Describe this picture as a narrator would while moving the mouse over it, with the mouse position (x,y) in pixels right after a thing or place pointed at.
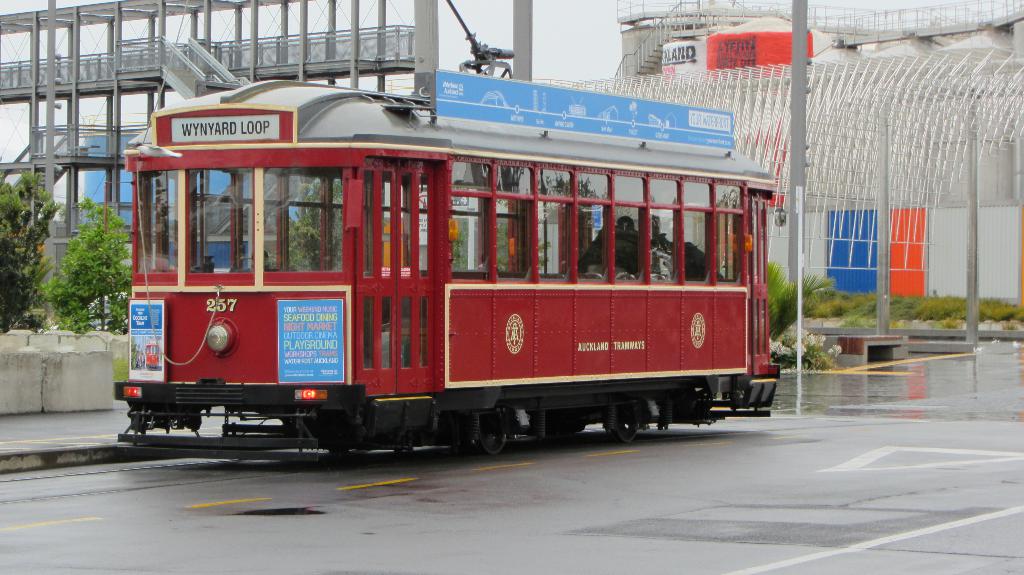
In this picture we can see a vehicle (542,293) on the road (846,486), grass (943,308), trees (37,243), posters (570,91), some objects (90,70) and in the background (581,33) we can see the sky (550,46).
